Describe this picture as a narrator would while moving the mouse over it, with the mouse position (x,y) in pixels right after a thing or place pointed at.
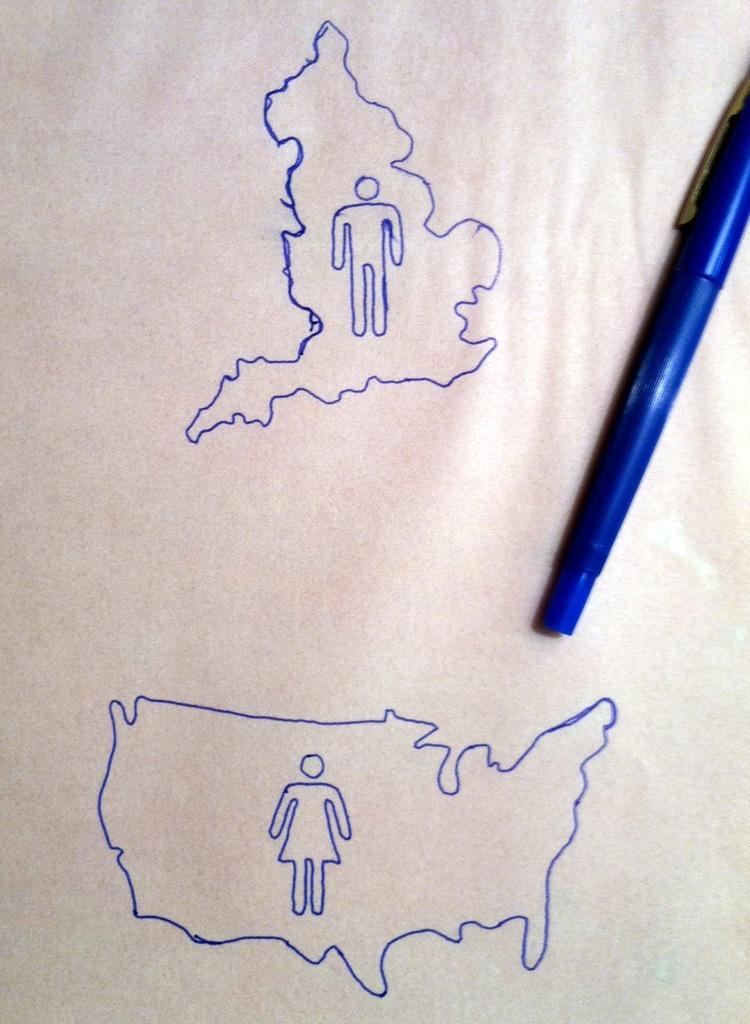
These are the 2 diagrams (274,776) in blue color on a white paper (417,662), there is a pen (722,129) on the right side of an image (730,143).
